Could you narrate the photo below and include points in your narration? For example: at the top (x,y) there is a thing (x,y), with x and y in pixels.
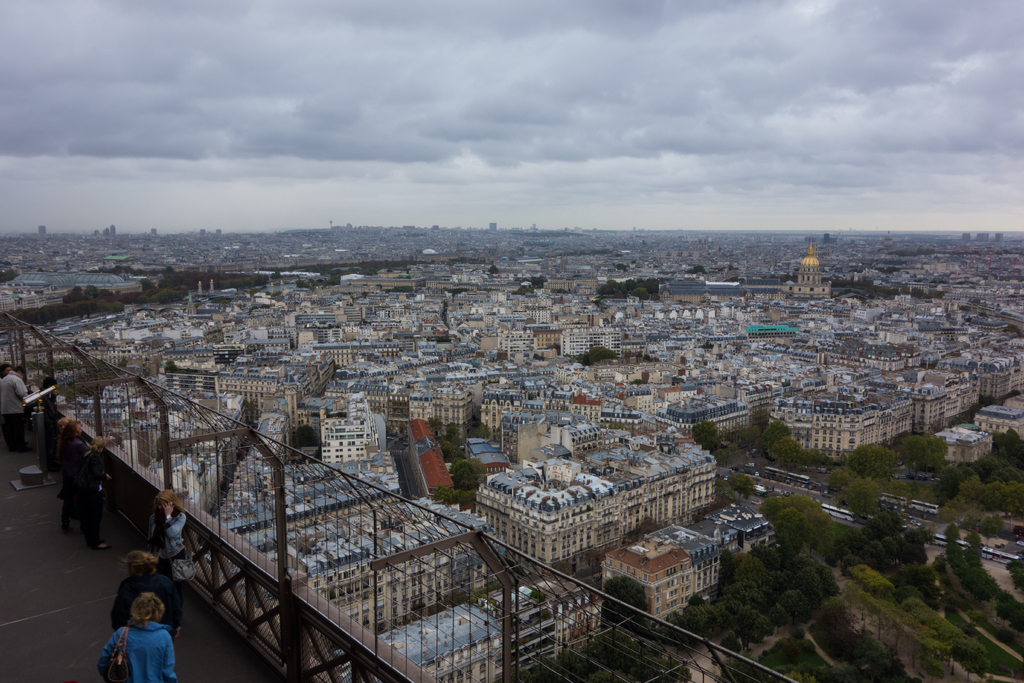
This is a big city (450,279) here we can see many buildings (605,333), windows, trees (871,660), grass (989,643), vehicles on the road (776,489) and clouds (295,106) in the sky (145,189). On the left (106,546) there are few persons (90,494) standing and some other objects (37,467) on the tower (83,660) and we can see poles (374,565).
